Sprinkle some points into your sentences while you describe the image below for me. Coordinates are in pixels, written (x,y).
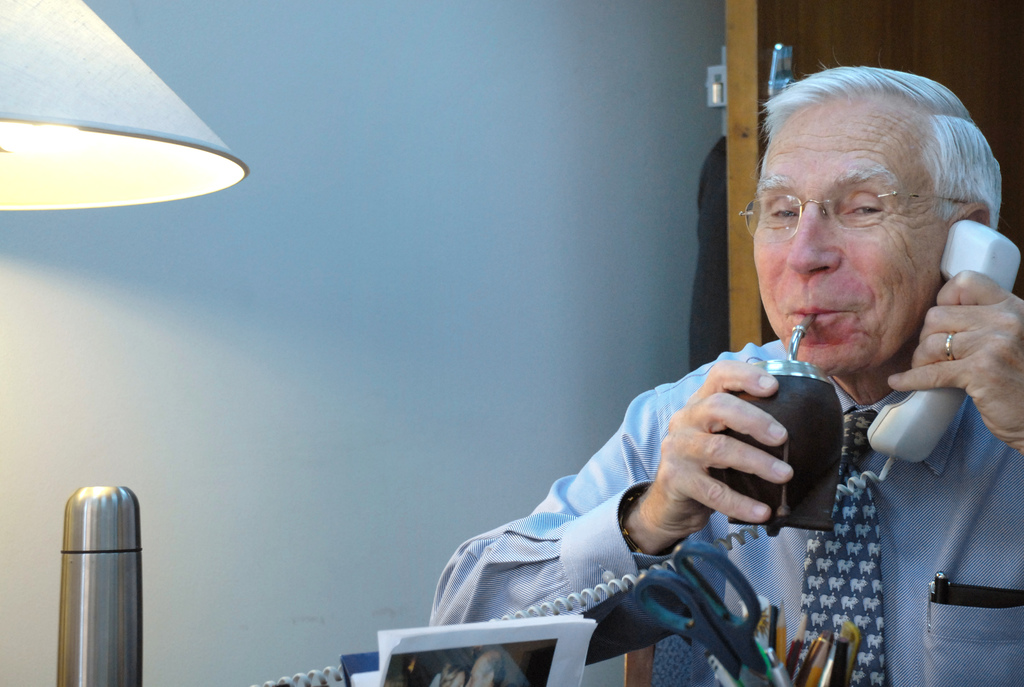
In this image, I can see a man (876,578) holding a telephone receiver (882,438) and a cup (825,459) with a straw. At the bottom of the image (450,650), I can see papers (385,653), flask (92,643), scissors (723,636), pencils (801,649) and pens (810,659). In the top left corner of the image (126,158), there is a lamp shade (128,173). In the background (578,164), I can see a wall (625,134) and a door (747,68).
